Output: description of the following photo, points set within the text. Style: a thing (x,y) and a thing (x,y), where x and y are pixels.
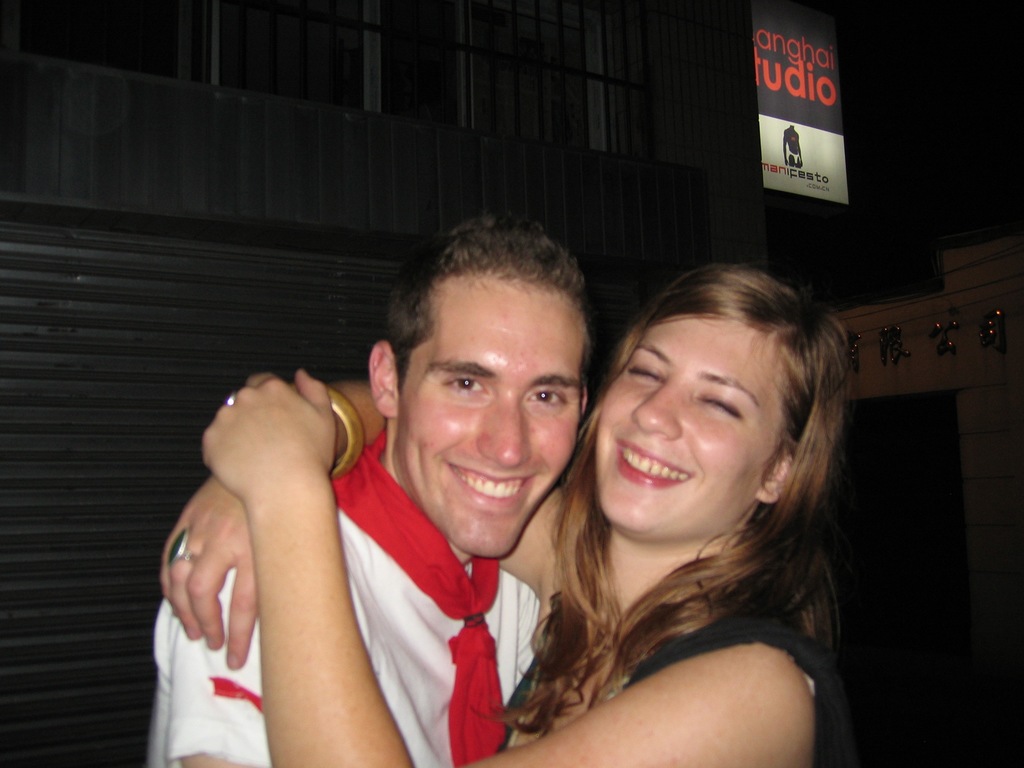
In this image, there are two persons (817,573) wearing clothes (519,634) and hugging each other. There is a board (773,89) in the top right of the image (773,89).
